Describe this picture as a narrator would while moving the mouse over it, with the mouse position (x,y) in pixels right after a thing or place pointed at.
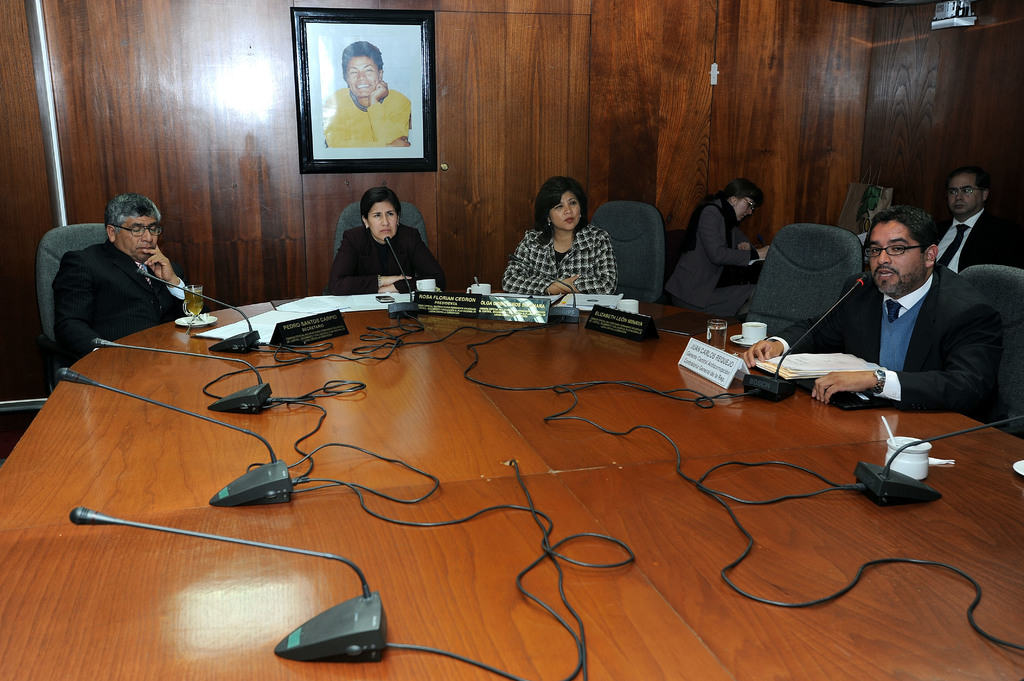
On a wooden table (136,472) there are microphones (234,311), glass (723,348), cups (755,332), name plates (715,368) and papers (305,304). People (521,278) are sitting on the chairs (1011,399). There is a photo frame (315,104) at the back (299,95).
